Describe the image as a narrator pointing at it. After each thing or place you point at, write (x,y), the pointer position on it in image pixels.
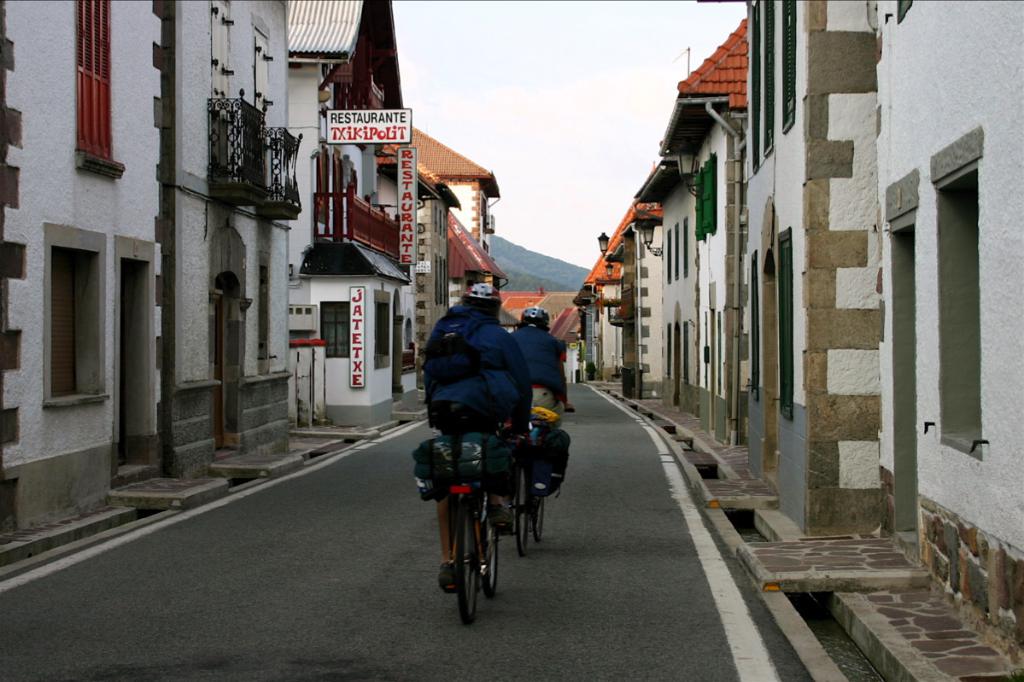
There are persons (517,377) in dark blue color coats (496,379), cycling, with the bags (561,460), on the road (578,454). On both sides of this, road (580,384), there are buildings (739,205), which are having glass windows (71,338). There are hoardings (340,117). In the background (506,242), there is a hill (513,275) and sky (543,242).
